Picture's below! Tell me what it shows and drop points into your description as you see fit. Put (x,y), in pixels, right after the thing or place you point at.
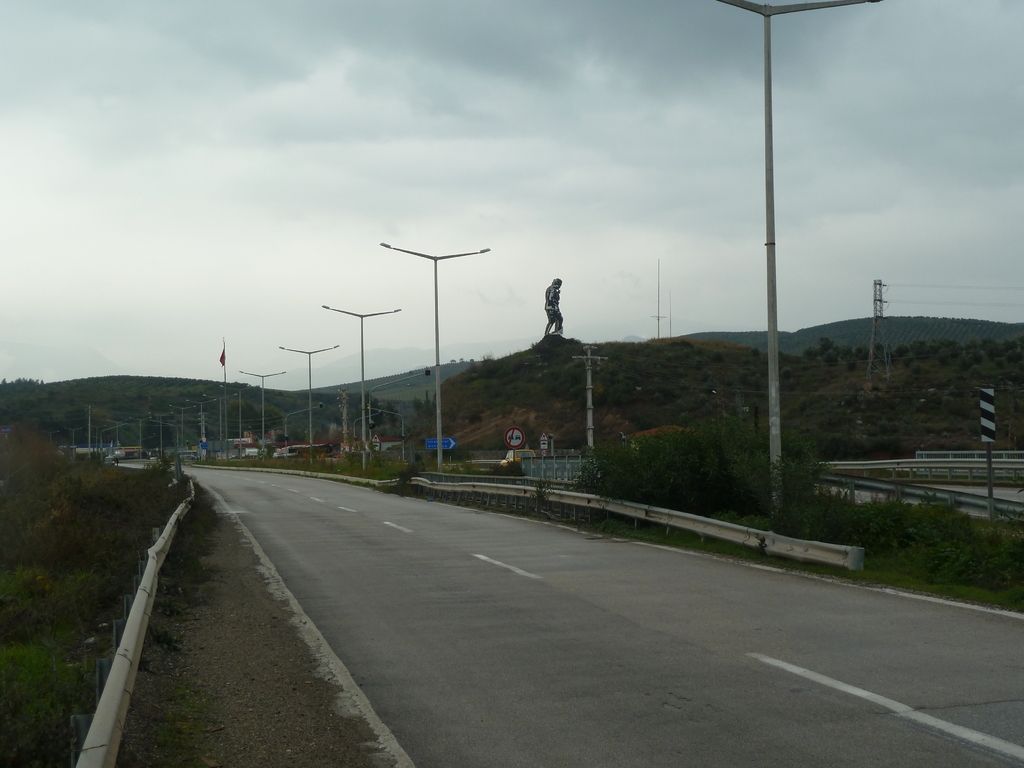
In this image we can see road (690,642), street poles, street lights (441,433), sign boards (510,435), information boards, hills (442,397), trees (739,428), ground (194,590), plants (59,510), statue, flag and sky (201,187) with clouds (608,173).
